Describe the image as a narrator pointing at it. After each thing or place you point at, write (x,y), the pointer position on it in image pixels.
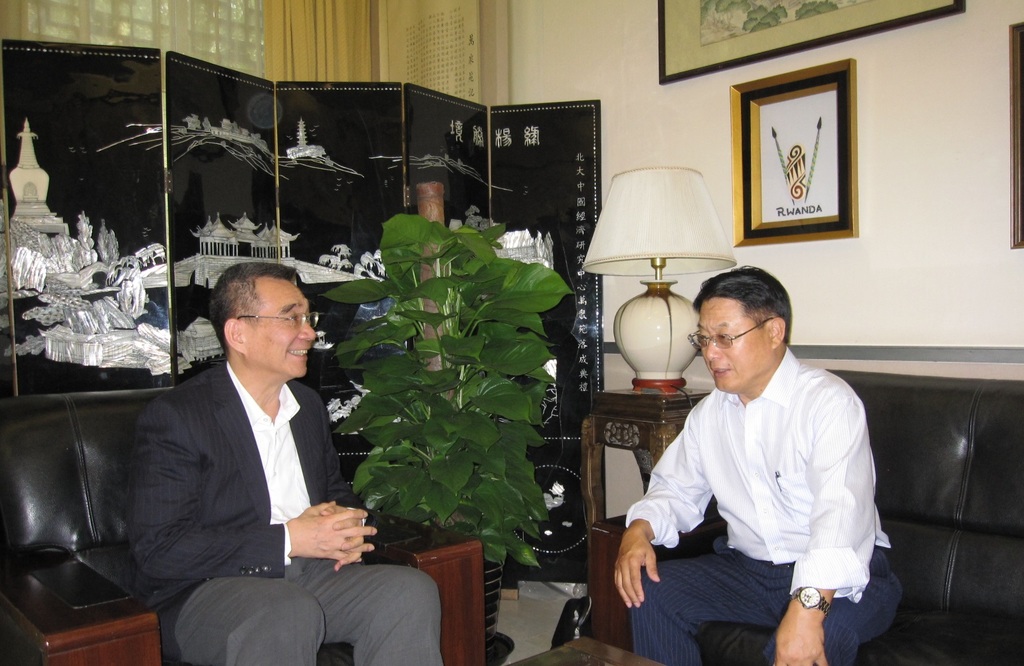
There are two people (228,508) sitting on the couch (890,482) and talking. This is the house plant (465,456). Here is the lamp (647,355) placed on the table (661,412). These are the photo frames (801,127) attached to the wall (875,193). This looks like a door (223,209) with a painting (109,245) on it. At background (291,62) I can see a curtain (337,43) hanging.
